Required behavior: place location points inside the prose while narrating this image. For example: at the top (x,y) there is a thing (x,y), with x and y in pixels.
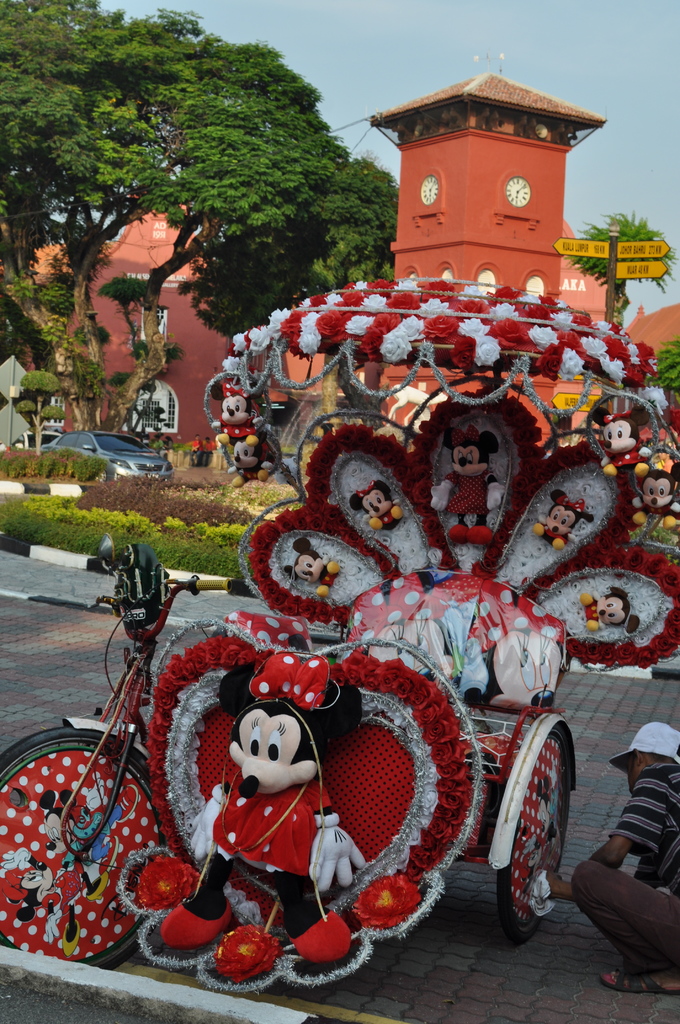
In front of the picture, we see a rickshaw (104,732), which is decorated with the flowers (250,955) and the stuffed toys (558,504). On the right side (609,902), we see a man (665,792) who is wearing a white cap (638,744) is cleaning the rickshaw (403,732). Behind that, we see the shrubs (167,518) and trees (35,402). We see a car (129,469) moving on the road (663,719). There are trees (360,280) and buildings (528,287) in the background (618,296). At the top (593,219), we see the sky (606,208). On the right side (582,254), we see the pole (609,296) and the boards (595,246) in yellow color with some text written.
